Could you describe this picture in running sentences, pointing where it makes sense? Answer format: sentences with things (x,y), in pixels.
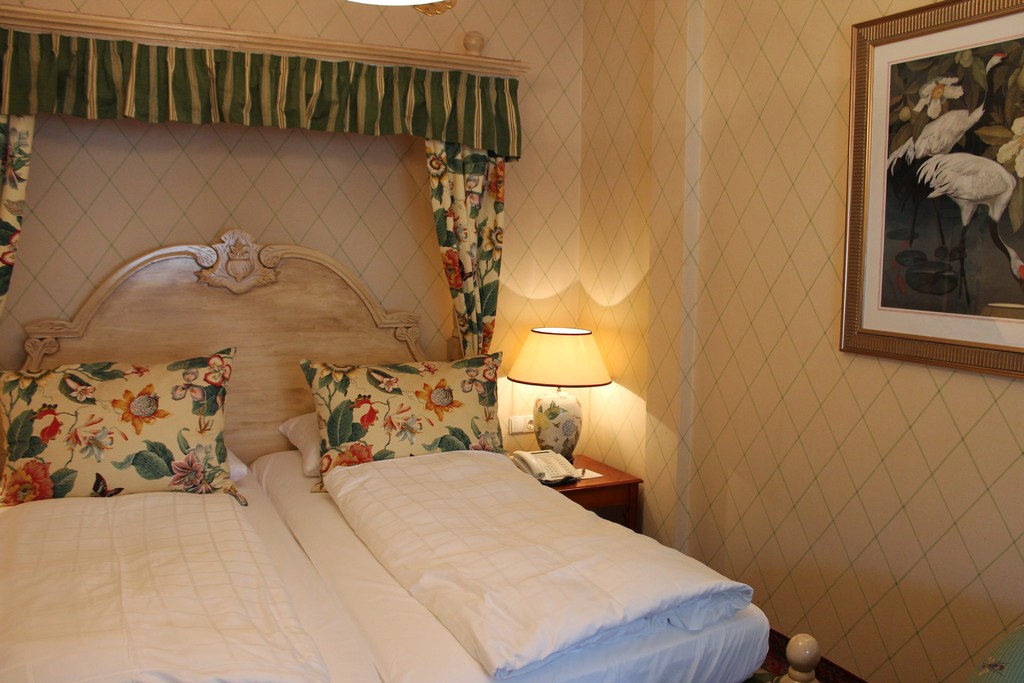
In this picture we can see two beds (350,609) at the bottom (363,598), there are pillows (332,460) and bed sheets (365,474) on these beds (338,592), there is a table (609,499) behind the bed (520,550), we can see a lamp (575,419) and a telephone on the table (604,482), on the right side (693,461) there is a wall (747,463), we can see a portrait (889,228) on the wall (821,431), in the background (494,223) we can see curtains (384,119).
